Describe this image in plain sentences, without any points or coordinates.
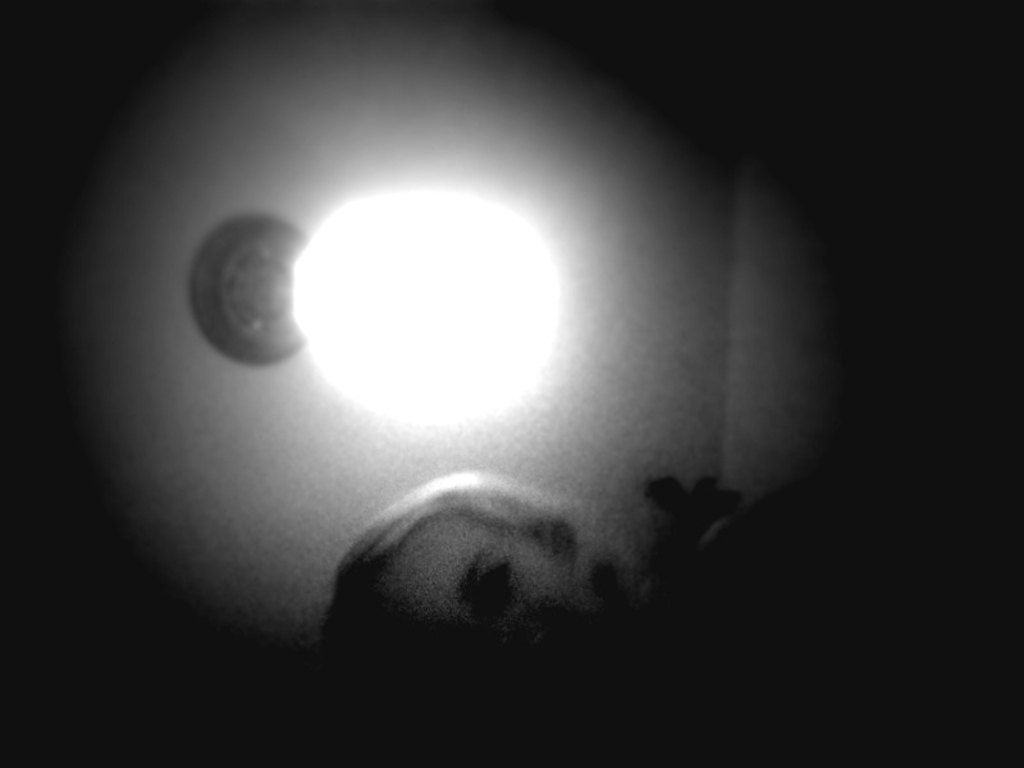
In the image we can see a light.
